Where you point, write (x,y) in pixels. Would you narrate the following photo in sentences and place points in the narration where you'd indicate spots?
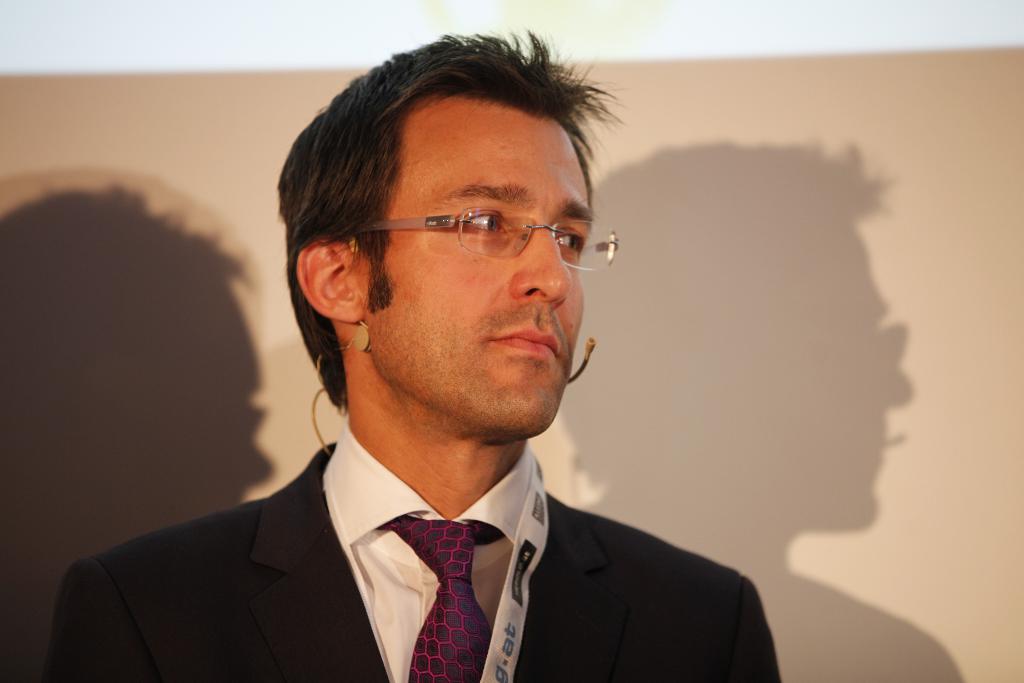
In this image I can see a man (515,338), I can see he is wearing specs (438,222), white shirt (340,496), tie (453,537) and black blazer (323,506). I can also see mic (589,352) over here and in background (120,401) I can see shadows (64,366).
